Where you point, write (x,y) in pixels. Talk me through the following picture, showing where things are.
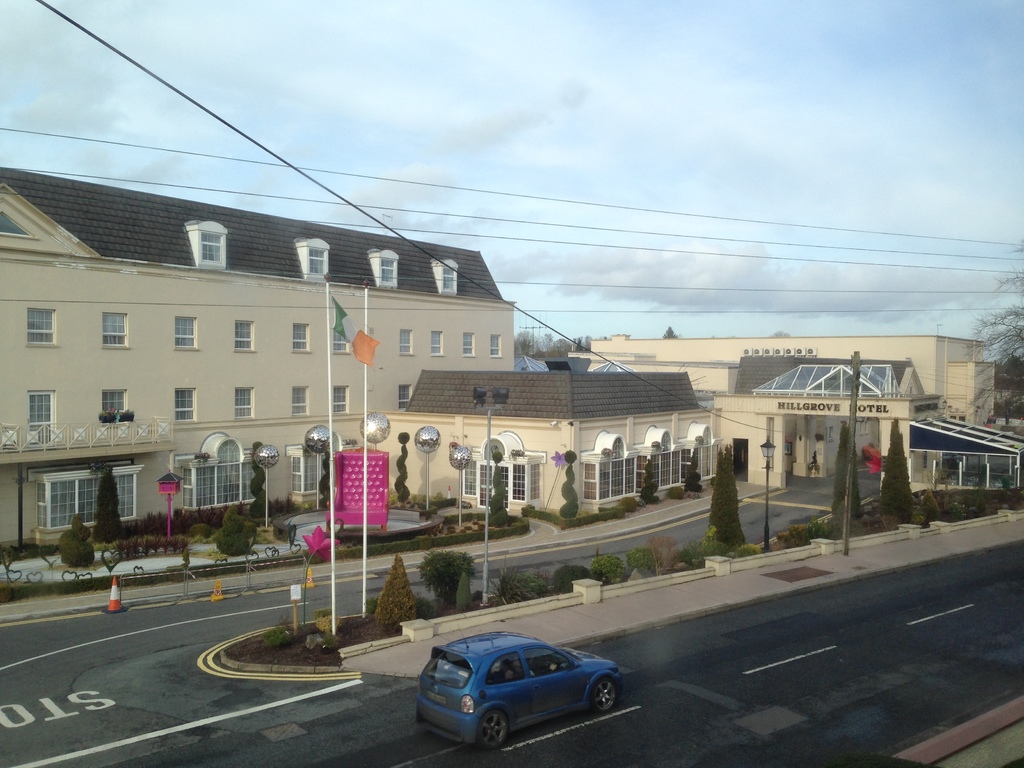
In this picture there is a blue color car (511,701) on the road (626,640). Behind there is a yellow color house (433,398) with many windows (183,339) and tile roofing (164,233) on the top (186,251). Above there is a blue sky (768,279) and clouds (584,141).
